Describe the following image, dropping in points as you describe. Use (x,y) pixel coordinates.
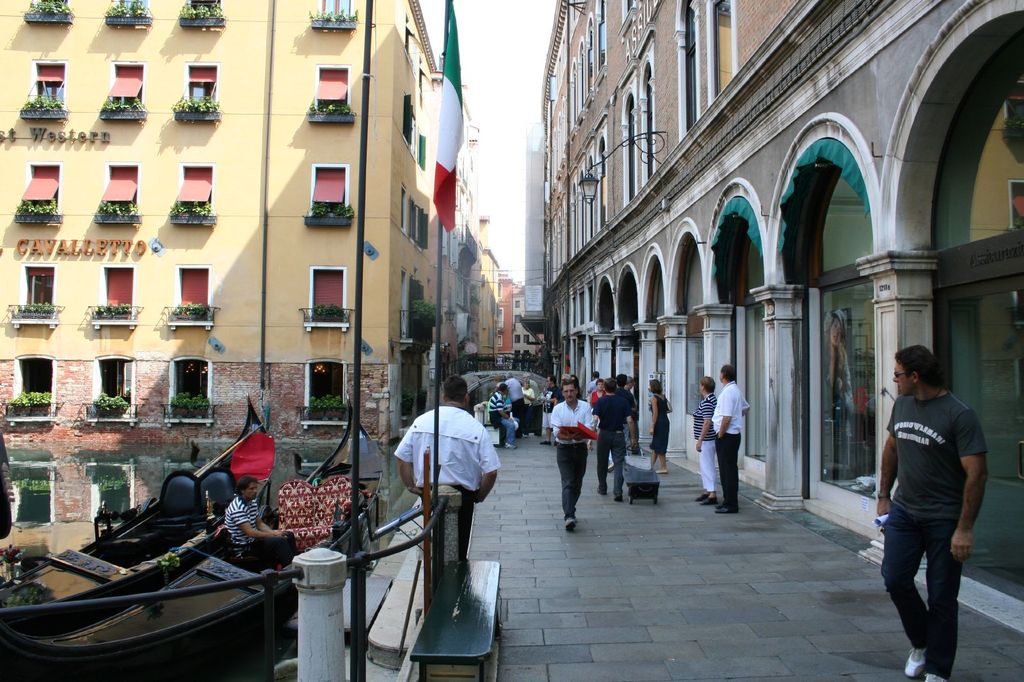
In this image I can see the road (659,563), few persons (567,379) standing on the road (515,496), the water (28,474), two boats (119,544) on the surface of the water (139,477), a person (239,534) sitting on the boat (221,510), few plants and few buildings (412,290) on both sides of the road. I can see a flag (457,41) and in the background (501,76) I can see the sky (512,169).
